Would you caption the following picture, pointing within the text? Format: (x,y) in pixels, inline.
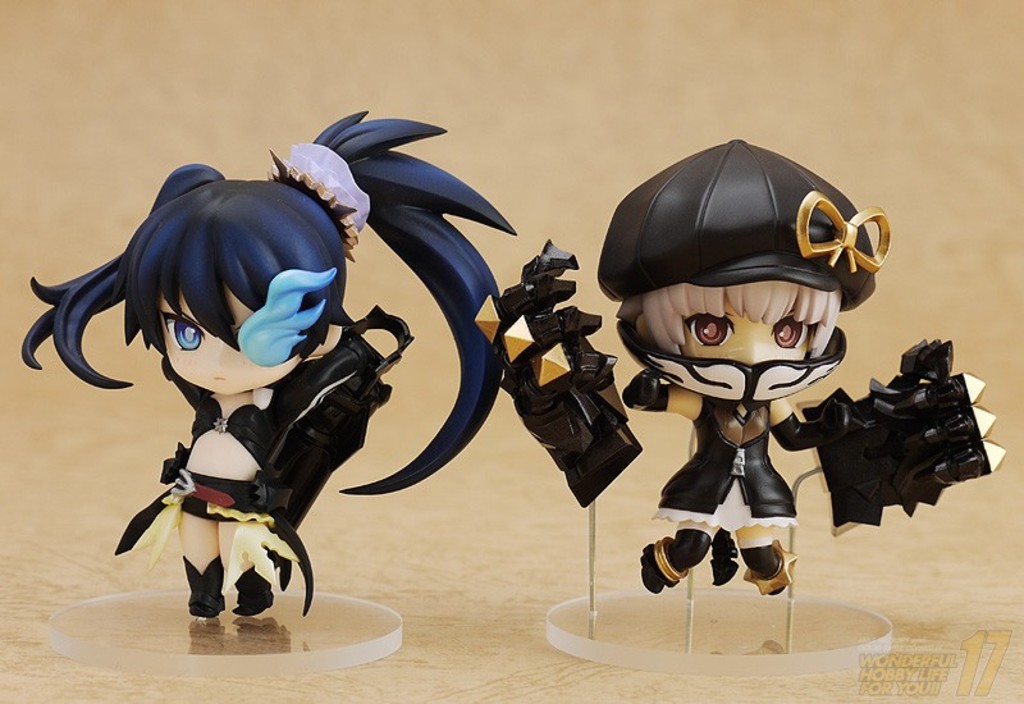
In this image there are toys (247,482) on the wooden surface (429,573). At the bottom right side of the image (953,689) there is a watermark (924,675). In the background of the image (595,106) it is blurry.
